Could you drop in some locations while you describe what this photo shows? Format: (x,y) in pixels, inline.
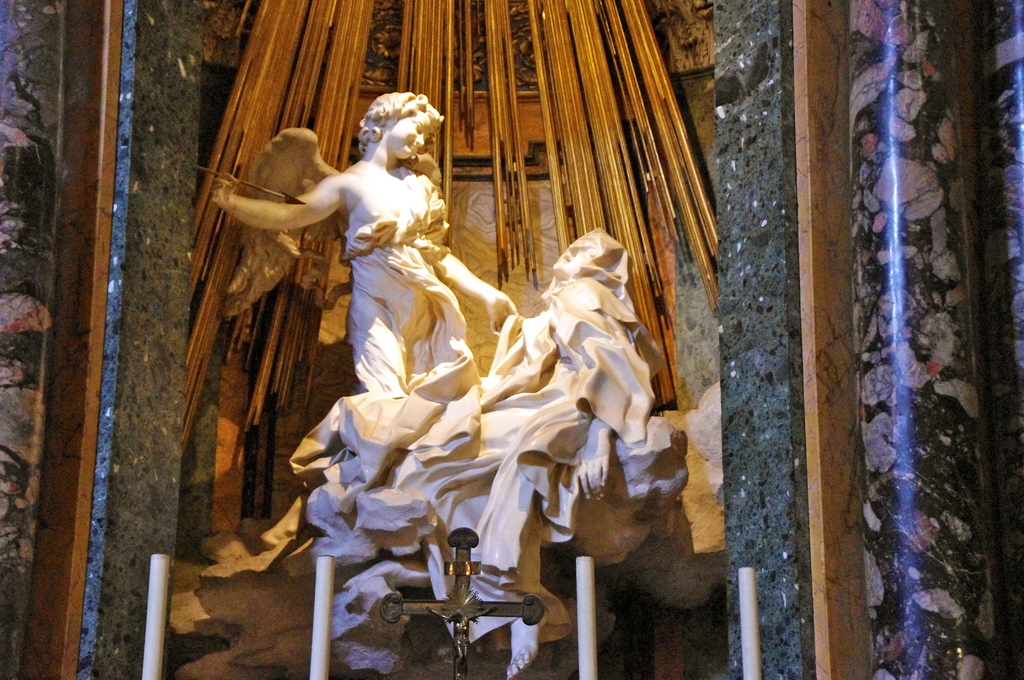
In this image we can see some sculptures (431,374).
